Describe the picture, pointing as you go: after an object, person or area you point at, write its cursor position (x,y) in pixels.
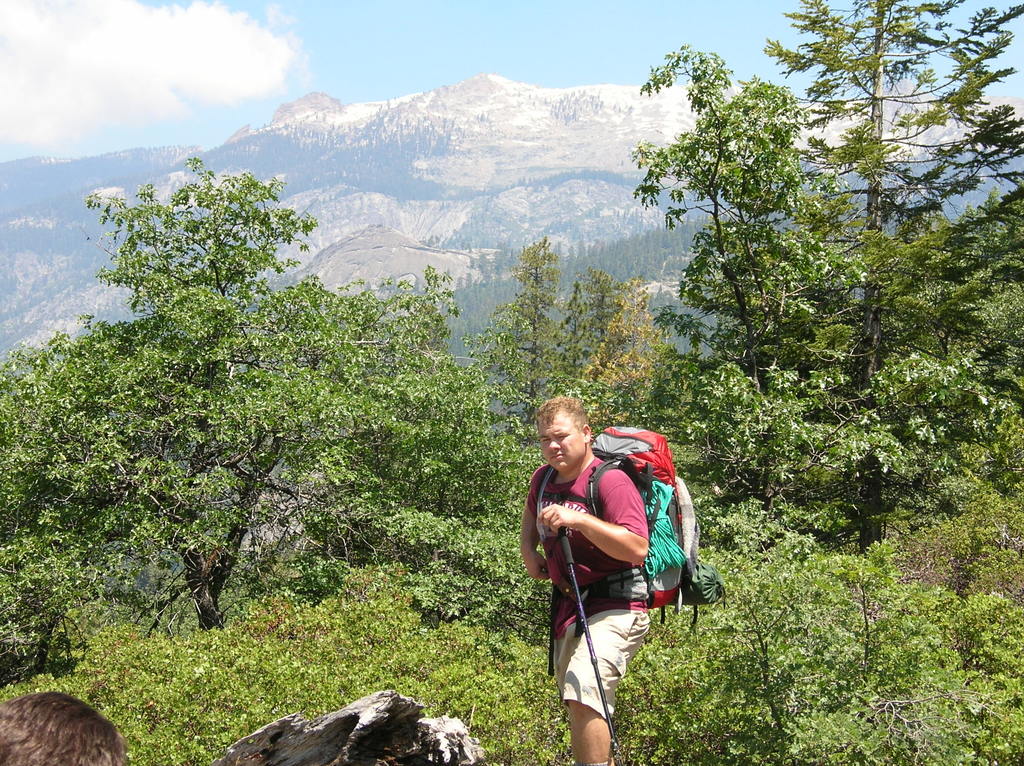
In the foreground of this picture (631,549), there is a man (621,639) standing and holding a trekking stick (610,719) and wearing bag pack (673,515). In the background (618,324), there are trees (931,525), plants (765,623), wood (379,714) and the sky (192,74). On the left corner (56,729), there is a head (12,730) of a person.
